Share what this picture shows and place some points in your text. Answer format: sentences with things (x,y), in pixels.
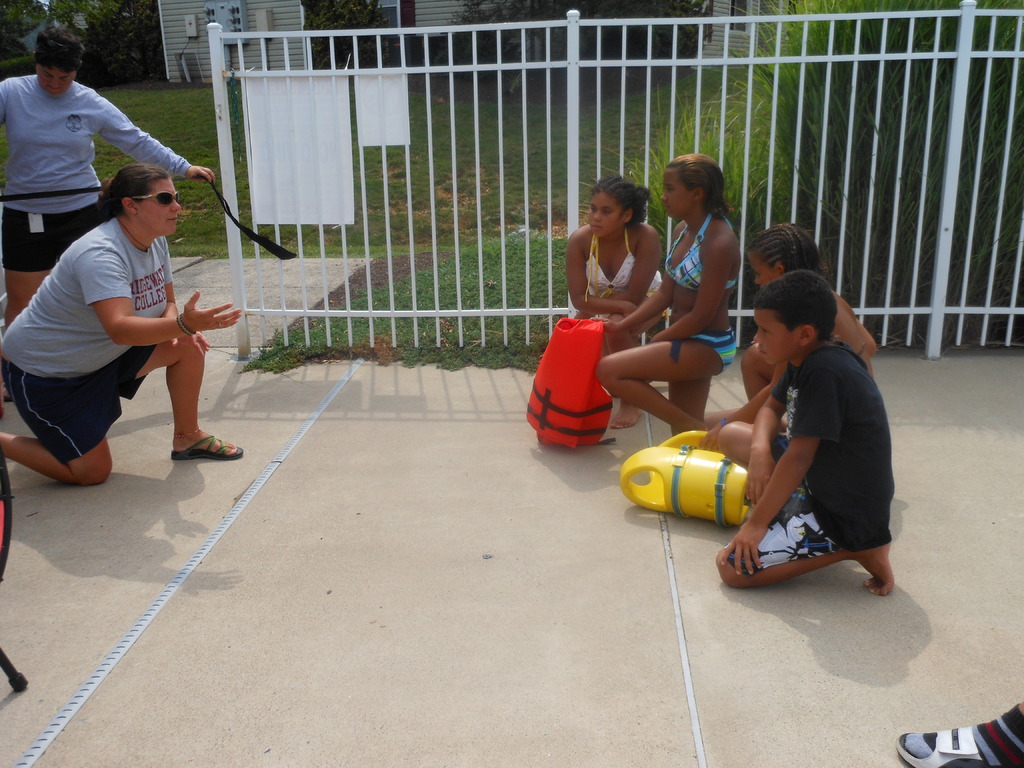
This picture shows three girls (687,202) and boy (750,542) kneeling on the ground (722,678) and we see a woman (50,252) standing and another woman (123,221) kneeling with one leg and she wore sunglasses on the face (167,187) and we see grass (416,111) on the ground (406,227) and a house (752,9), Few trees (346,44) and a metal fence (960,319).
